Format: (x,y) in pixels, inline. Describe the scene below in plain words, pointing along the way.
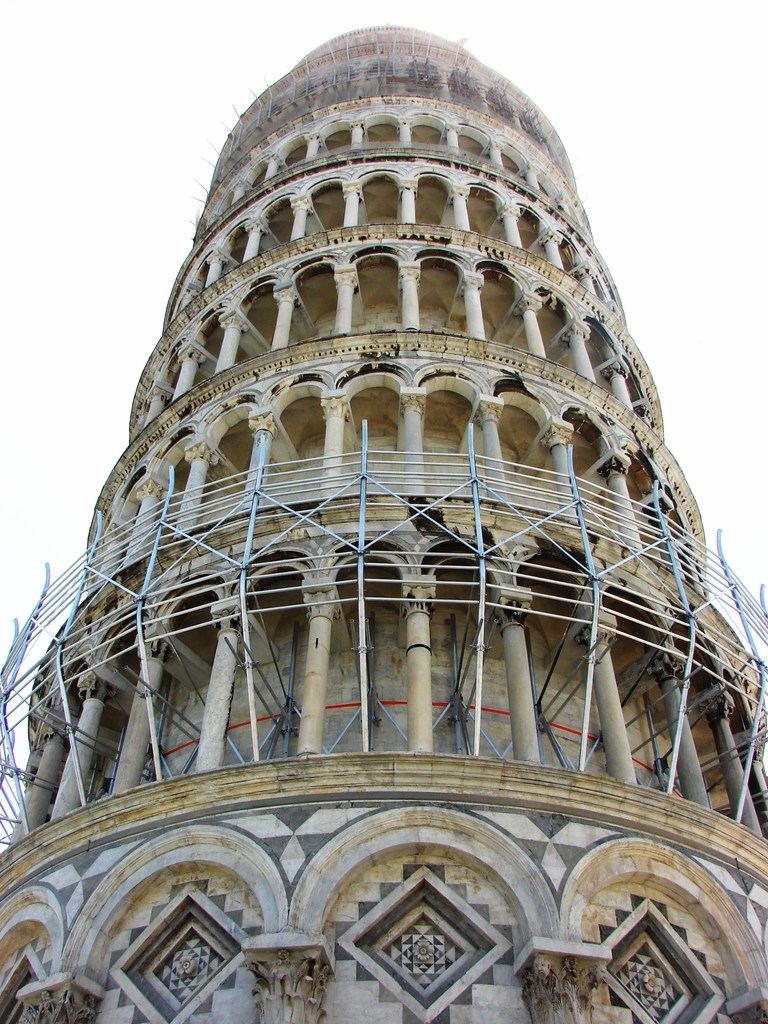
In this image I can see a tower (173,396) along with the pillars (498,483). In the background (160,246), I can see the sky (77,275).
